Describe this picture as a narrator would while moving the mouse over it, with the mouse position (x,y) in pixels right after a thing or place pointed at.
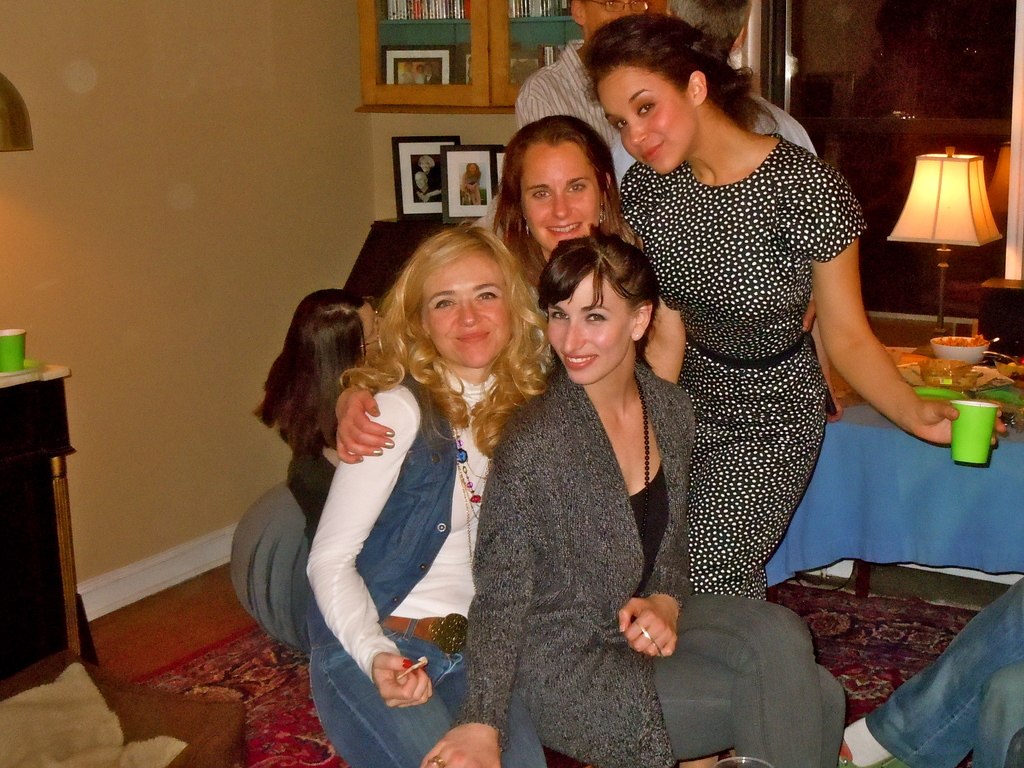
In the center of the image (479,353) we can see some women (647,344) smiling. In the background (480,70) we can see a shelf (466,69) with books (454,11) and frames (454,72). We can also see the frames (447,174) on wooden surface (404,227). On the right (934,348) there is a lamp (939,324) and a bowl (937,345) of food (937,345) on the table (929,472) and on the table (941,475) we can see a blue color cloth (897,492). At the bottom (256,663) there is a red color carpet (268,698) on the floor (176,631). We can also see the plain wall (160,245). On the left (8,362) there is mug (7,340).
